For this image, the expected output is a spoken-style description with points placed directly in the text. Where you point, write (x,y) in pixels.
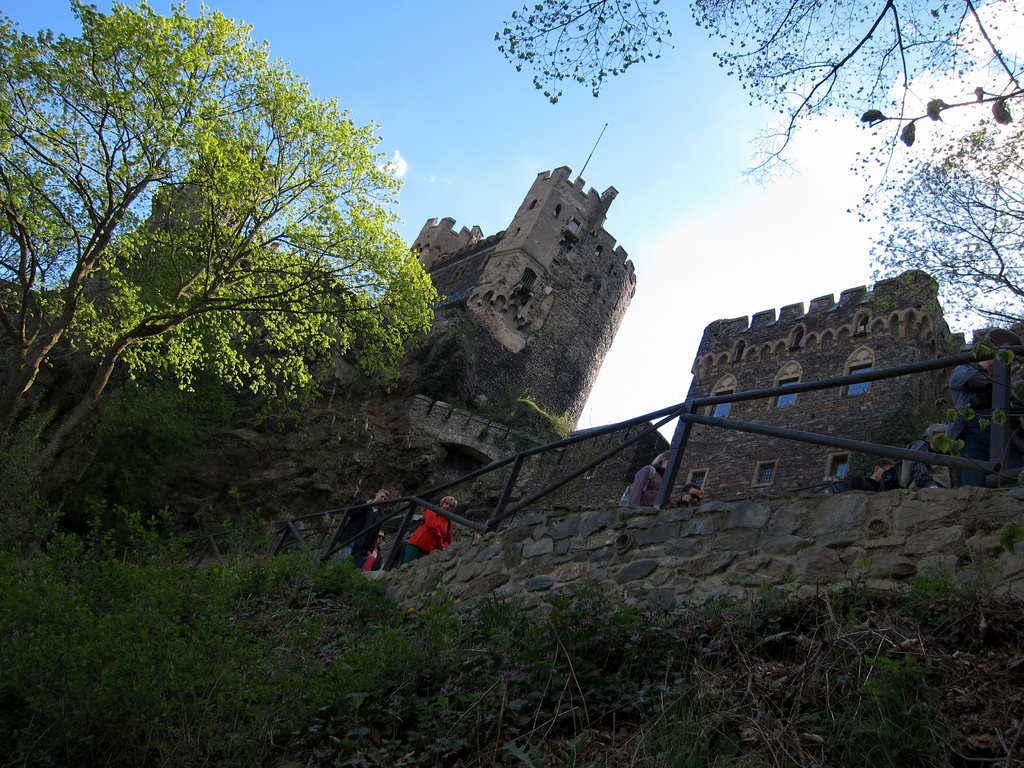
In this picture we can see a group of people (432,543) standing at fence (566,478), trees (151,341), wall (590,541), buildings (485,288) with windows (718,412) and in the background (401,199) we can see the sky (420,69) with clouds (839,147).
